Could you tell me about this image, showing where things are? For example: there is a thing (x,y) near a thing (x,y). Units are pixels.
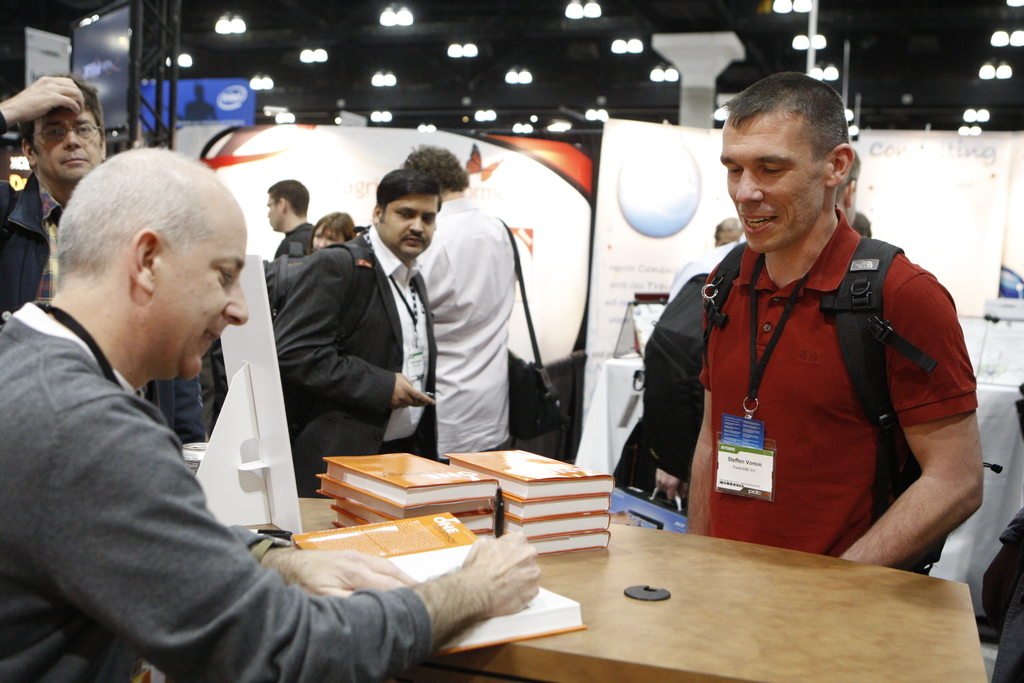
In this image I can see there are few persons (500,326) standing and wearing an Id card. And one person (515,562) is sitting in front of the table (694,574). On the table (572,583) there are books (412,573) and the person (370,592) is writing on the book (394,537) with pen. And at the back (694,172) there are banners (676,157) and stand (159,105). At the top (198,79) there is a ceiling (55,22) with lights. And there are some objects (683,96).
